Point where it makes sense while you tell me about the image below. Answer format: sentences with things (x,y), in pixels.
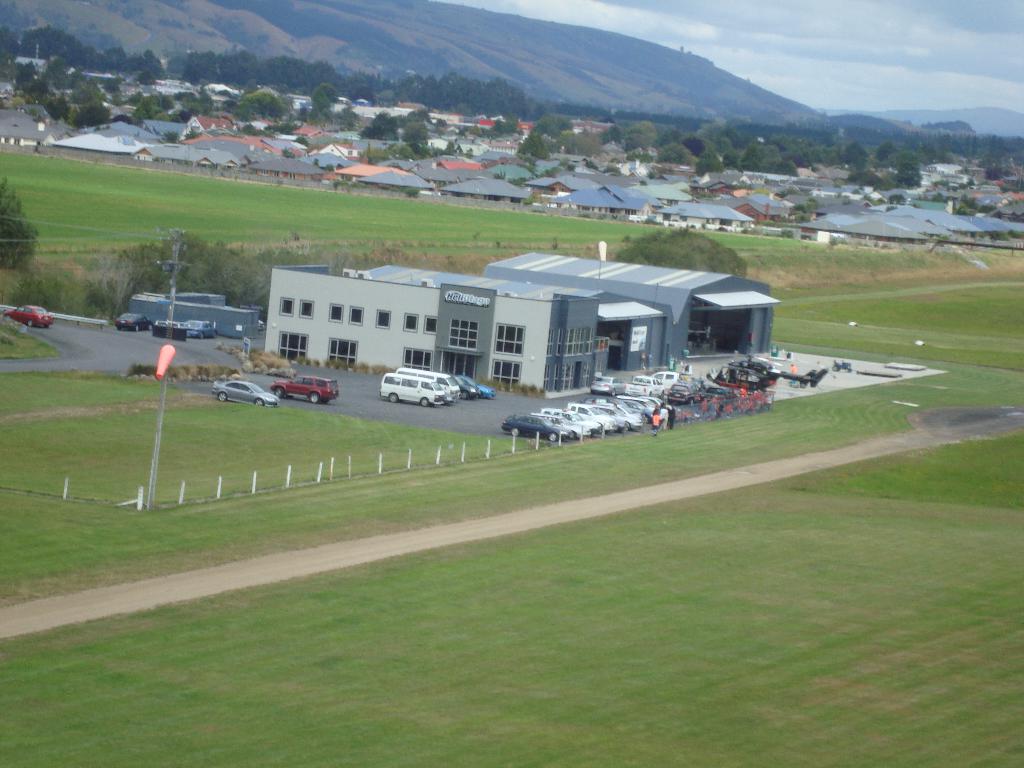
As we can see in the image there is grass (569,537), fence (512,449), cars (597,400), buildings (506,353), trees (674,258), houses (340,133), hills (565,67) and sky (948,44).
